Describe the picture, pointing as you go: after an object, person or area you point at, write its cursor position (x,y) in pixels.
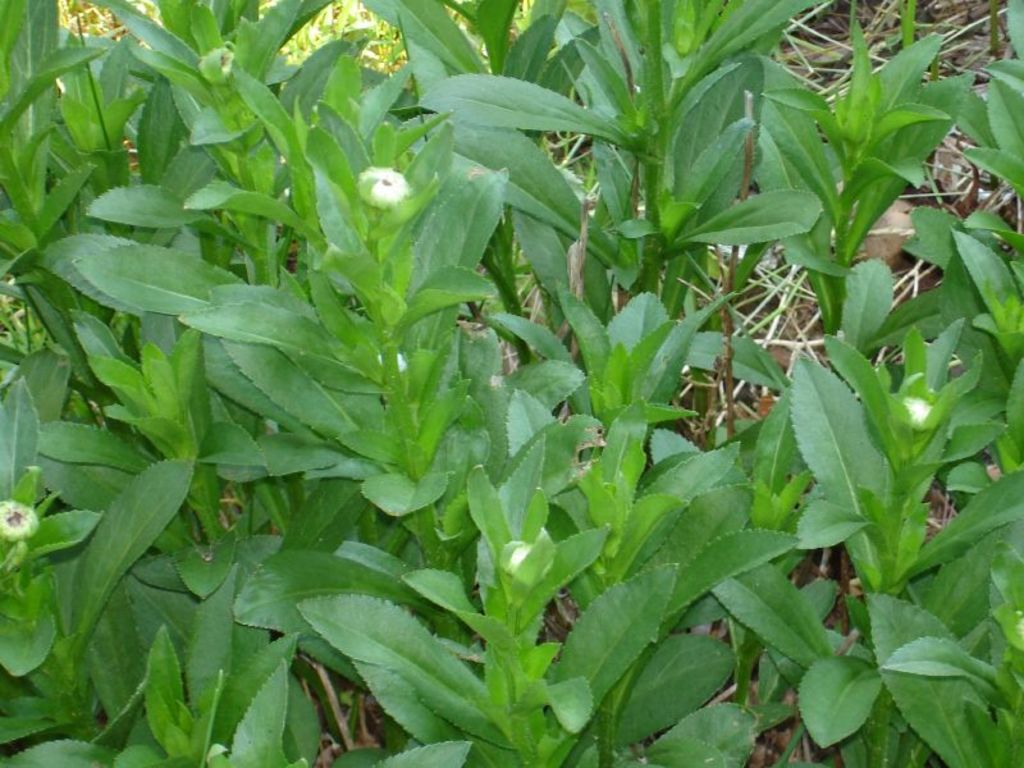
In this image, we can see few plants (567,500). Here we can see flower buds (517,559), green leaves (953,491). Background (785,337) there are few dry leaves (867,245) and twigs (730,370).
